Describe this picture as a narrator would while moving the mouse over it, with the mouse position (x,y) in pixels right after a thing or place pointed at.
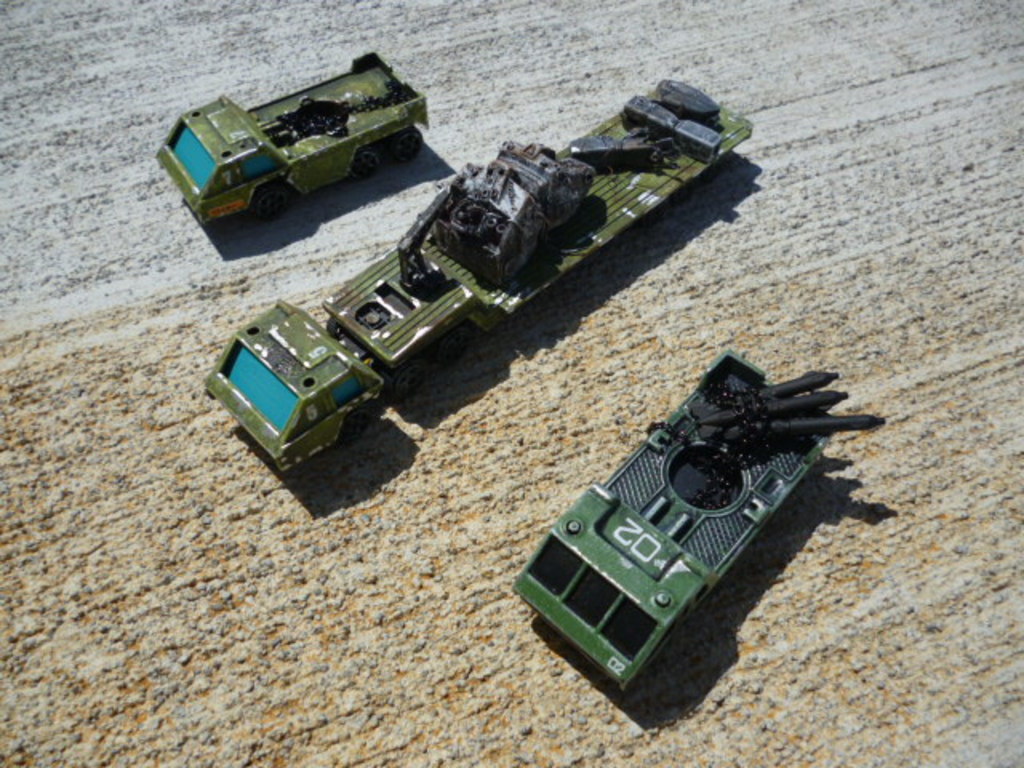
In this image I can see three vehicles (746,418) are on the road (272,554). These vehicles (344,86) are in green and blue color and the road (167,528) is in ash and cream color.
